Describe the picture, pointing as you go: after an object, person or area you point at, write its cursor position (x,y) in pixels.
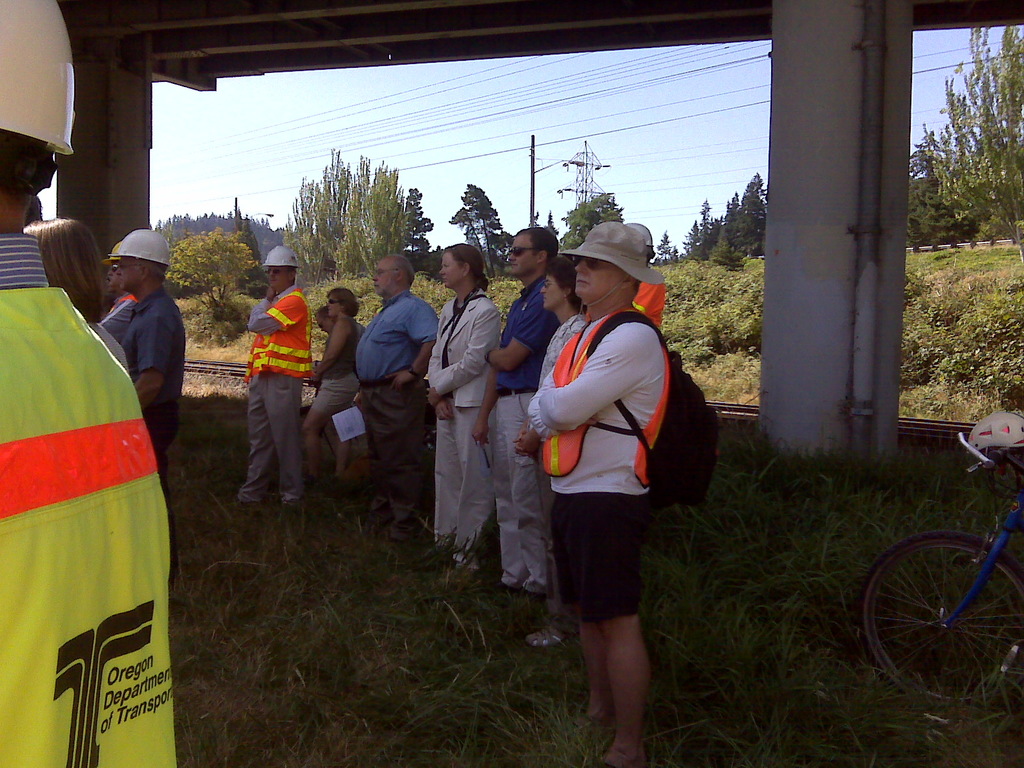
In this picture we can see some group of people (621,293) where some people (387,296) are wearing jackets (280,350), cap (610,233), goggles (511,251) and this person (432,339) is holding paper (355,419) in his hand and this all people (348,399) are looking at something and they are standing on a grass (509,744) and in background (817,250) we can see pillar (815,237), wire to that pillar (839,262), sky (401,112), wires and a tower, trees (338,168).
